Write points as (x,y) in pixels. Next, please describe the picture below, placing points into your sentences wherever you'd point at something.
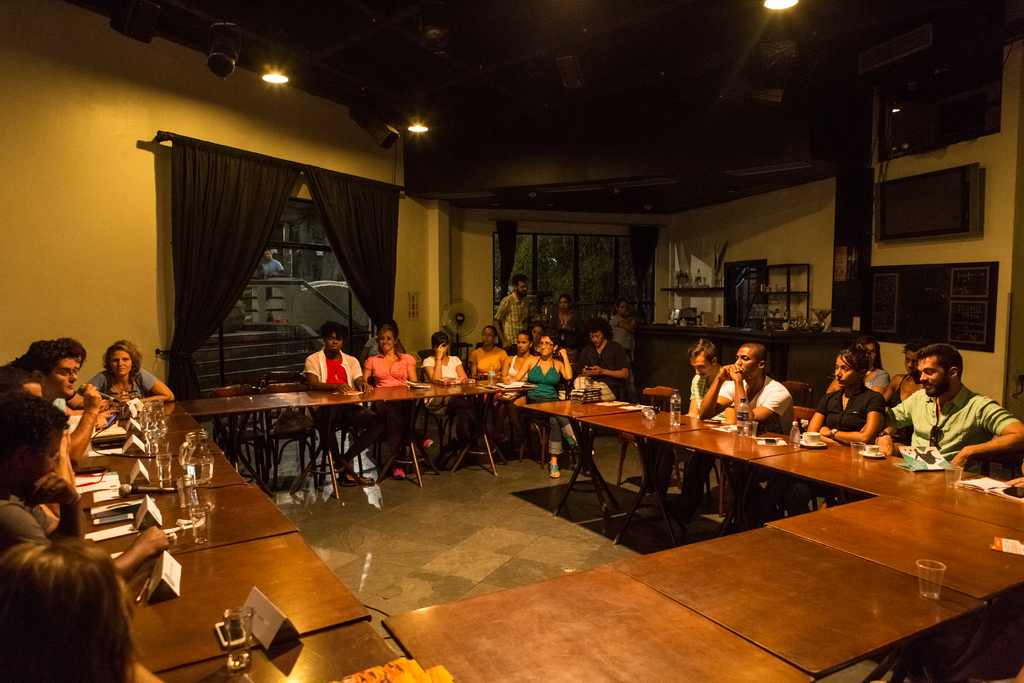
The image is clicked in a room (722,284), the tables (705,548) are arranged in O shape and people (475,365) are sitting around that table (923,476). On the table (195,577) there are glasses (226,628), bottles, boards (133,472) etc. In the background (258,300) there is a window (318,311), through the window (270,307) there is a staircase (275,315). Towards the right corner (914,222) there is a television (942,220) besides it there is a desk (662,330).
